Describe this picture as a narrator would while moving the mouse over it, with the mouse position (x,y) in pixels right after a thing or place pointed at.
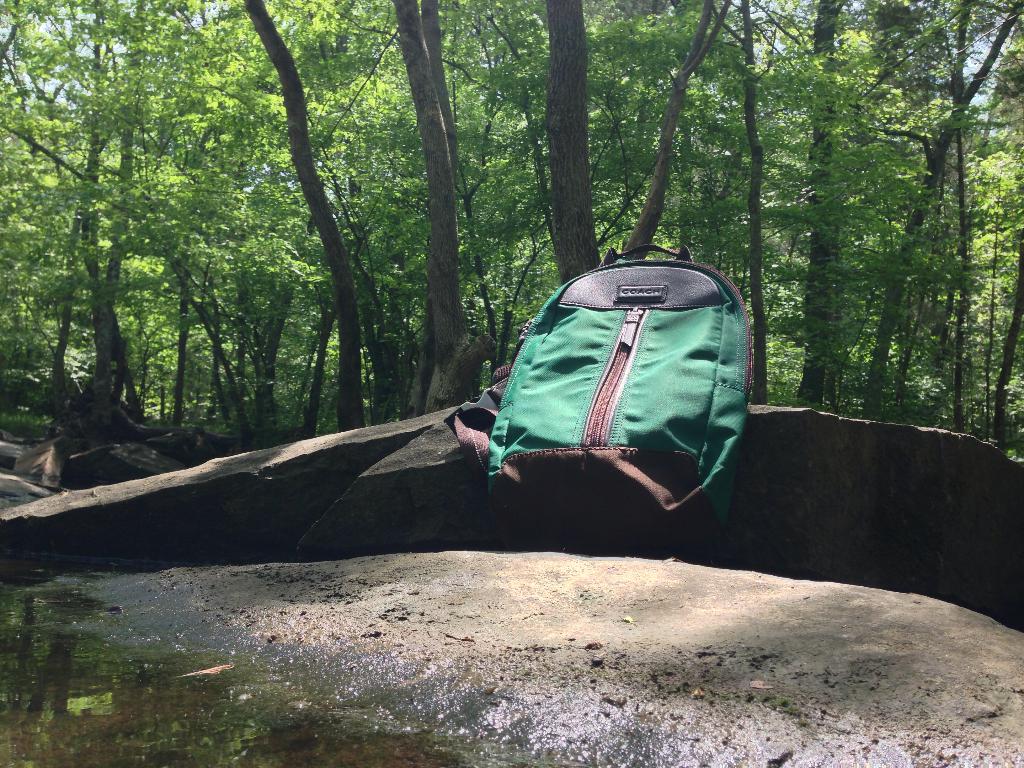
In the image there is a bag (651,368) on a rock (382,509) and in behind there are trees (571,198).
